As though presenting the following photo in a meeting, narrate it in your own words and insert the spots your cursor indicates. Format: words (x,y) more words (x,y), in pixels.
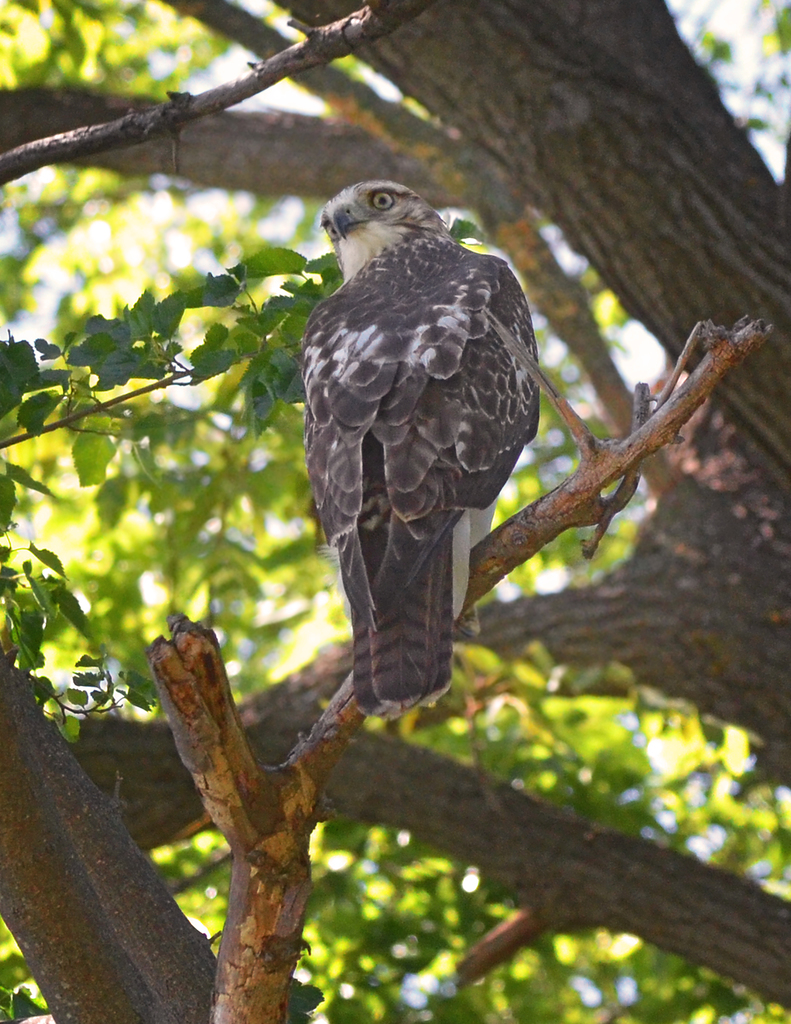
In the center of the picture (355,543) there is a hawk (388,225). In the picture there is a tree (62,754). The hawk (405,507) is sitting on the stem (510,526).
